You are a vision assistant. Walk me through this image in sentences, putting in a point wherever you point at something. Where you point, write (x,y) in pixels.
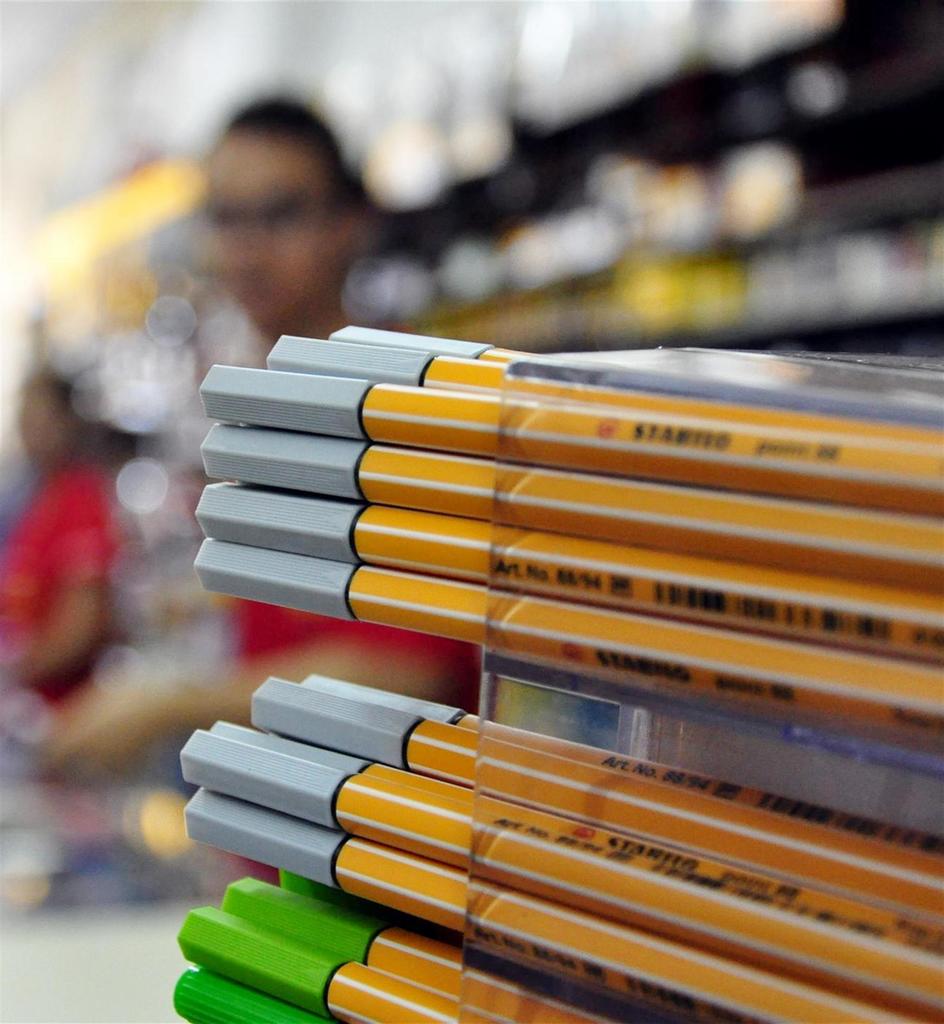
Here in this picture in the front (556,534) we can see number of pencils (518,517) present in the rack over there and we can also see couple of persons (94,553) standing over there.
